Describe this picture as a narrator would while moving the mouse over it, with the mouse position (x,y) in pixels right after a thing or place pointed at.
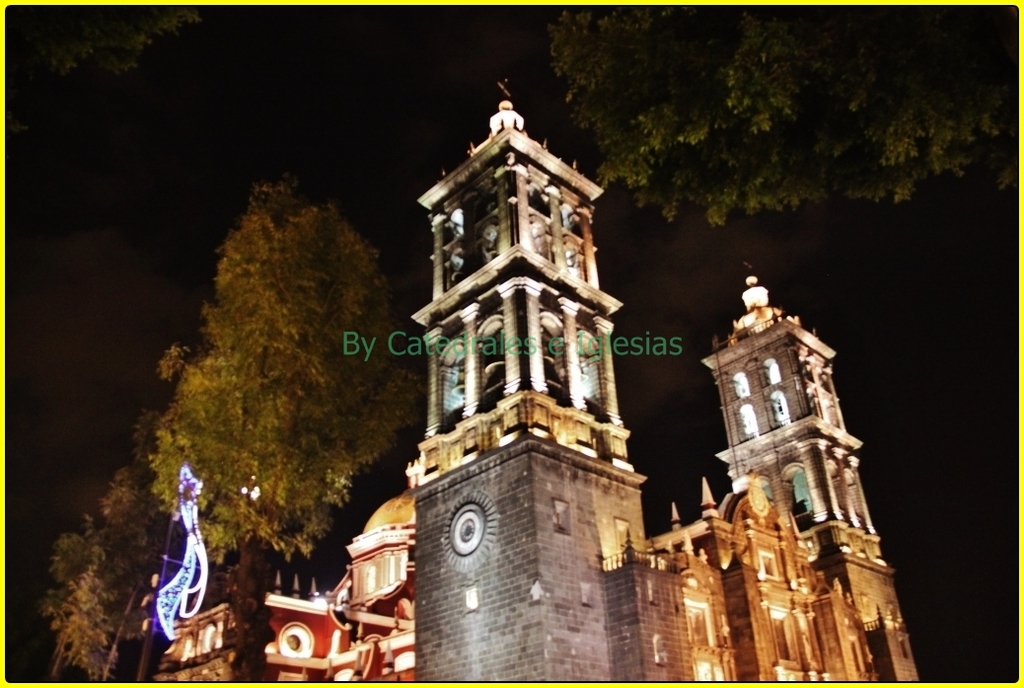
In the image there is a church (608,355) in the front (446,364) with many lights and trees (240,602) beside it, this is clicked at night time.
